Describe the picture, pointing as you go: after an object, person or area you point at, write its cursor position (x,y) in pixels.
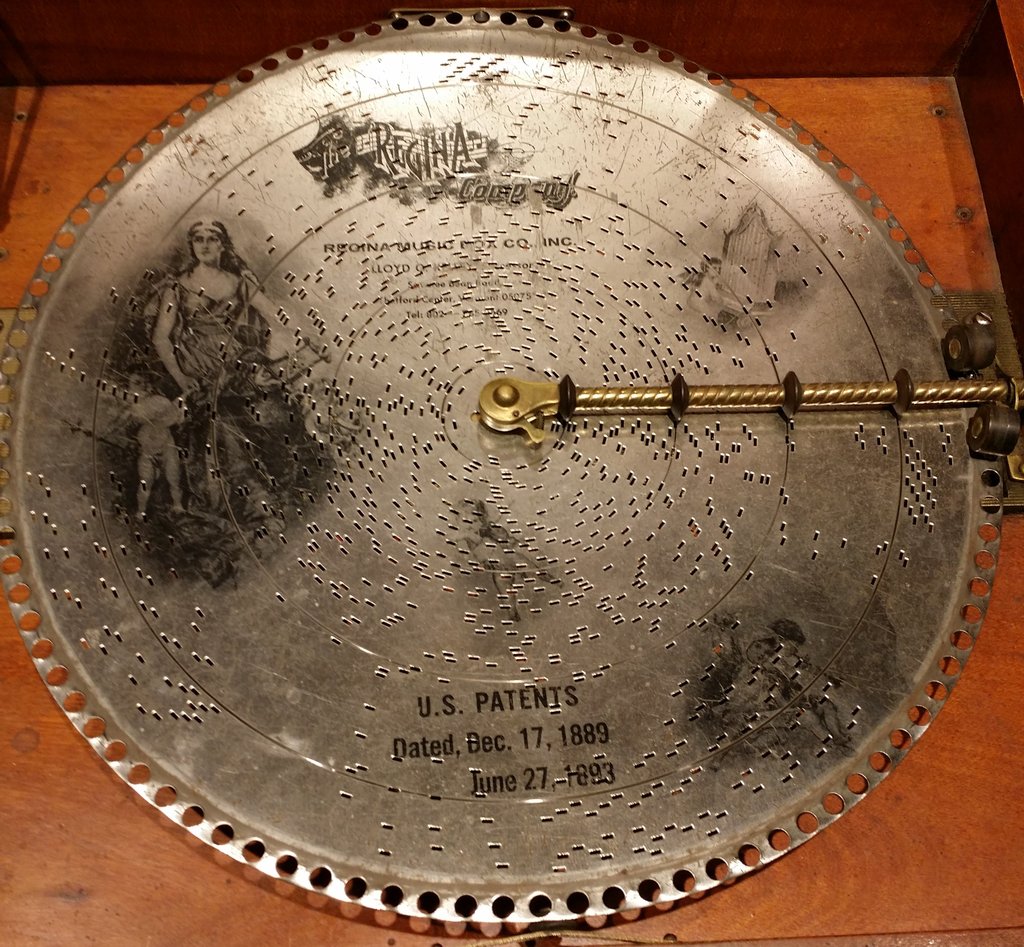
In the image we can see there is a silver plate (615,541) kept on the table (939,737) and there is a picture (208,364) of a woman (223,378) sitting on the plate (237,525). There is matter (531,708) written on the silver plate (488,554) and the table (57,904) is made up of wood (68,888).
